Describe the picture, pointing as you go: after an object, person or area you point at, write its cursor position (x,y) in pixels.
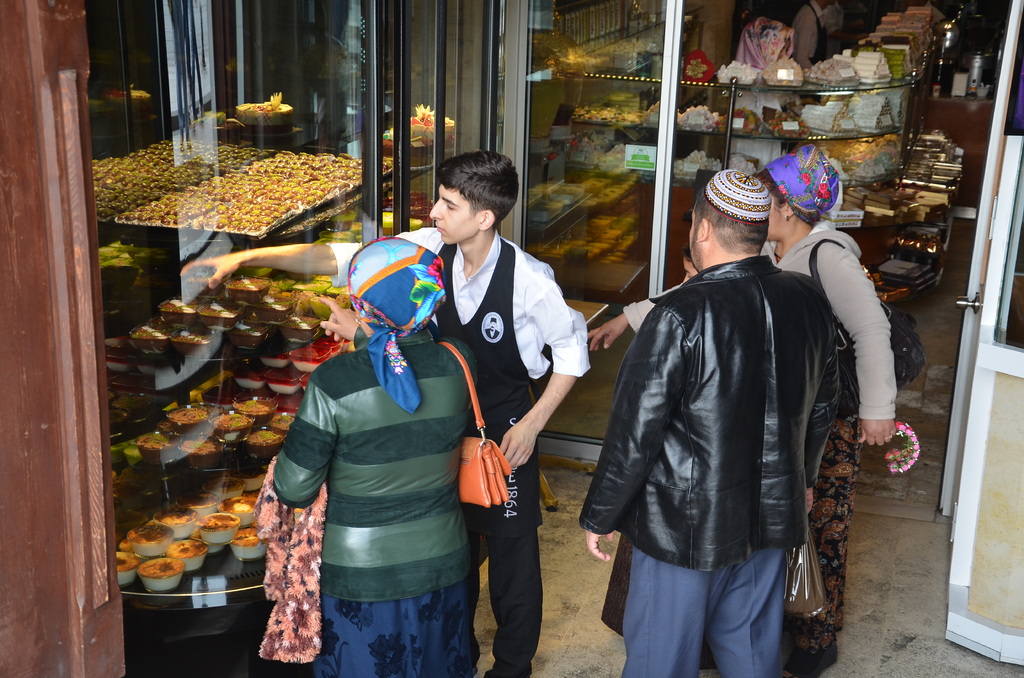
In this image I can see the four people (462,423) are standing and wearing the different color dresses (642,482). These people (629,480) are standing in-front of the food items (131,420). To the right (858,177) I can see few more food items (859,150) and the people (797,36). I can also see the glass door (964,515) to the right (959,481).
